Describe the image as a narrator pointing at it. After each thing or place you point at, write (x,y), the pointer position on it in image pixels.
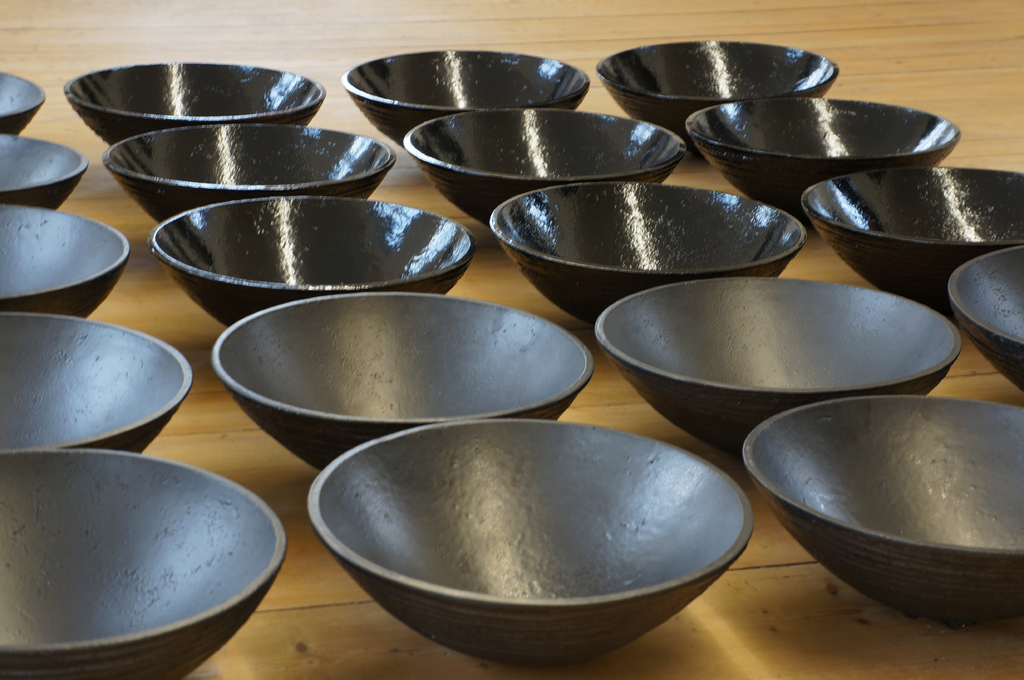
As we can see in the image there is a table (69,126). On table (162,332) there are black color bowls (713,209).
